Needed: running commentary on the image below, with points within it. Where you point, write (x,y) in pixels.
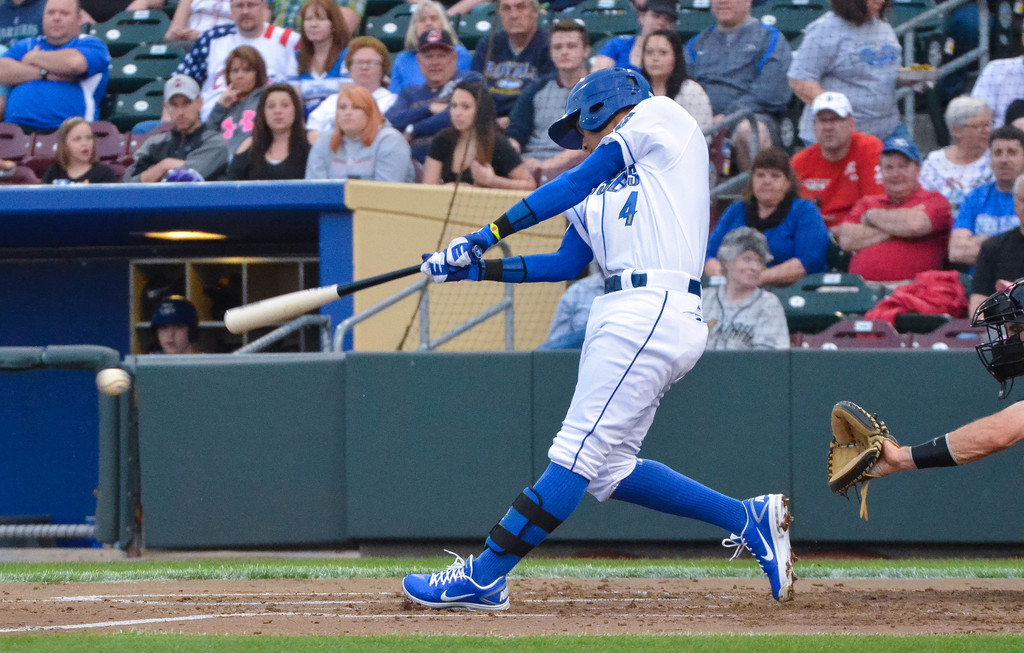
In the image in the center (652,233), we can see one person (557,276) standing and holding a bat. In the background (720,318) there is a fence (282,417), shelf (194,304), light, few people (917,251) are sitting and few other objects (40,222).
